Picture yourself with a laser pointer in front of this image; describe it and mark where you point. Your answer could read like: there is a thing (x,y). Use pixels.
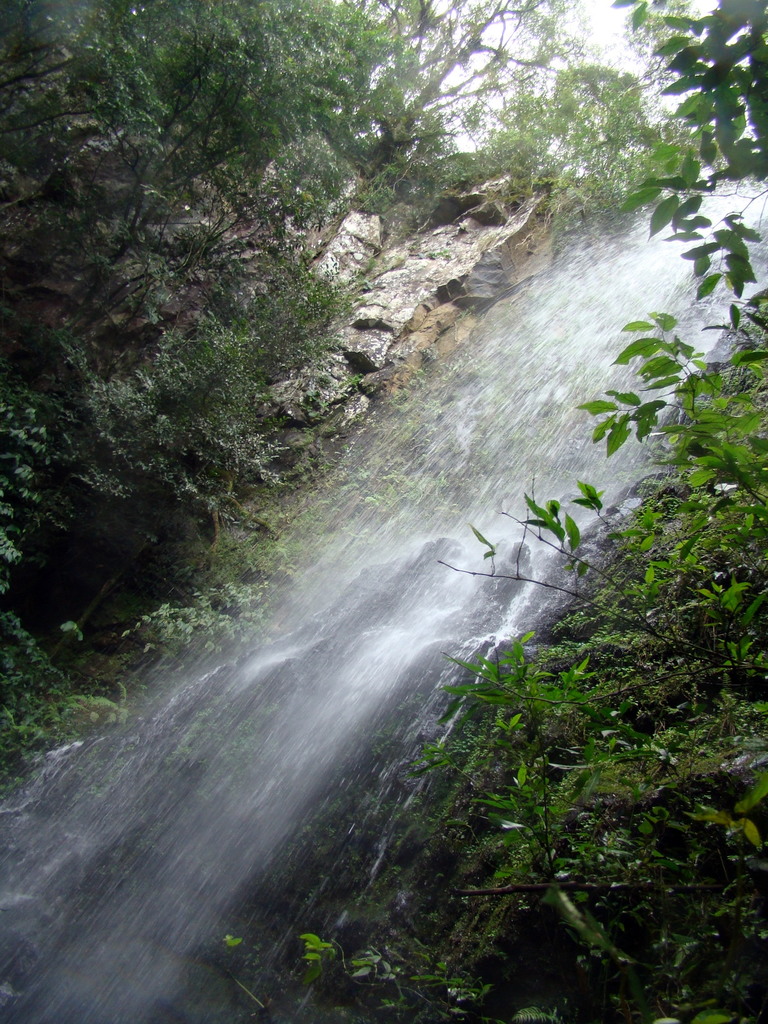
In this image I can see the waterfalls (368,574). Beside this there are some rocks (341,262) and trees (316,283). Here I can see the leaves (582,896) in green color.
